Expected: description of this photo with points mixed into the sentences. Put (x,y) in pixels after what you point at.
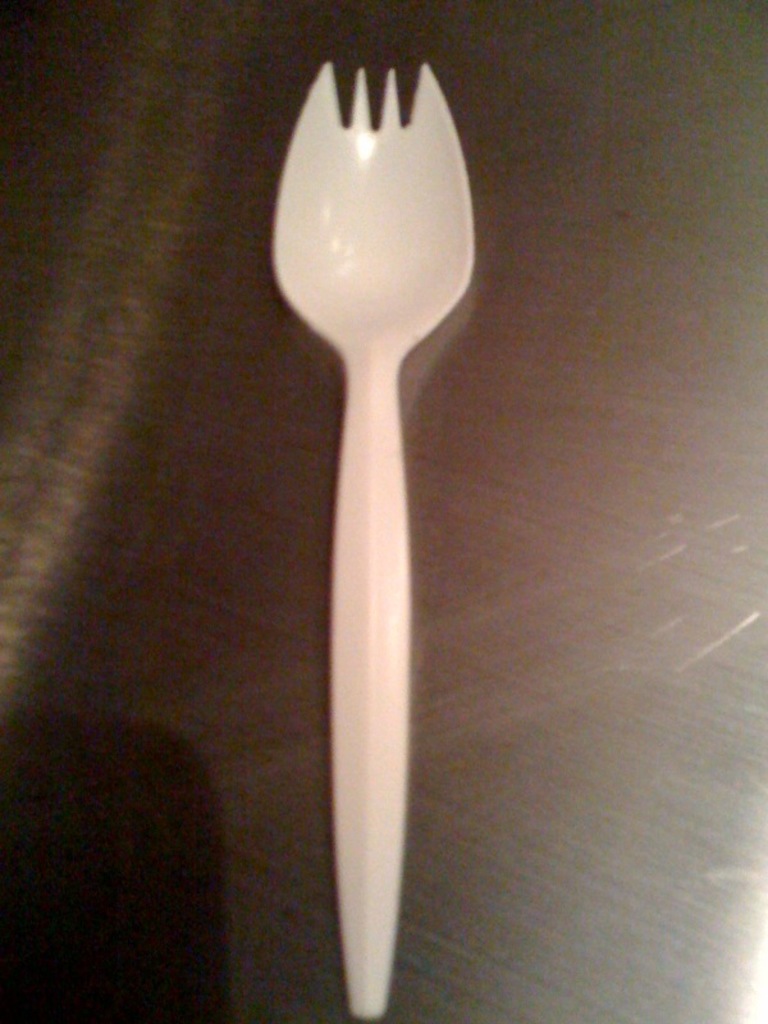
In this image there is a white color fork (380,334).
